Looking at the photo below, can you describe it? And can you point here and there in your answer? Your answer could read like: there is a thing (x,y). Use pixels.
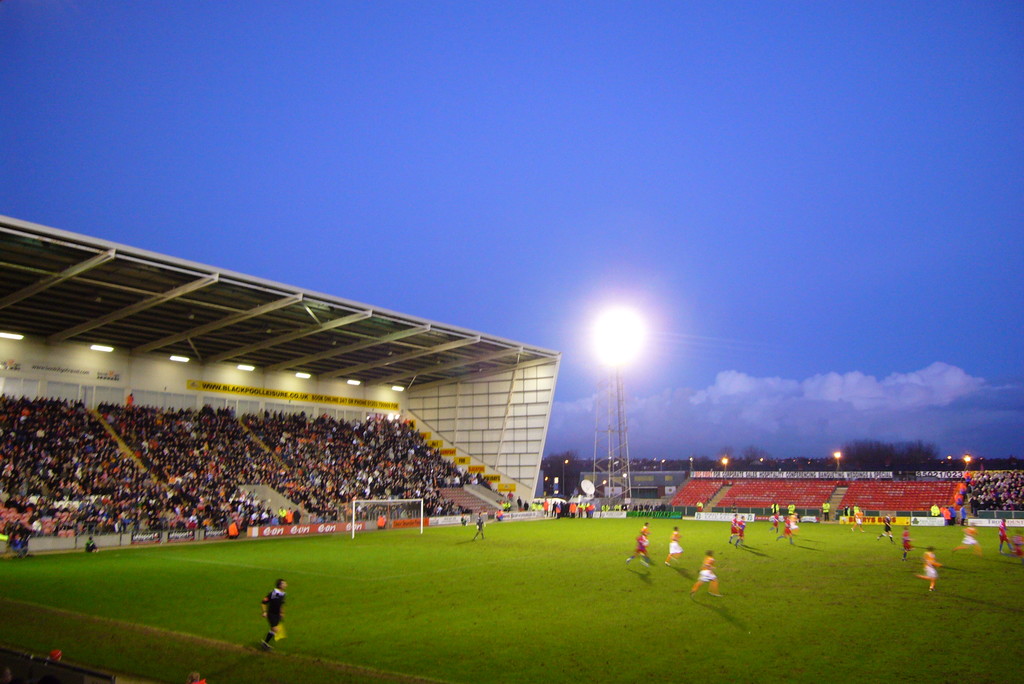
This picture describes about group of people (370,471), few are seated and few are playing game in the ground (619,556), and we can see few metal rods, tower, chairs (922,500), trees (846,460) and lights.
